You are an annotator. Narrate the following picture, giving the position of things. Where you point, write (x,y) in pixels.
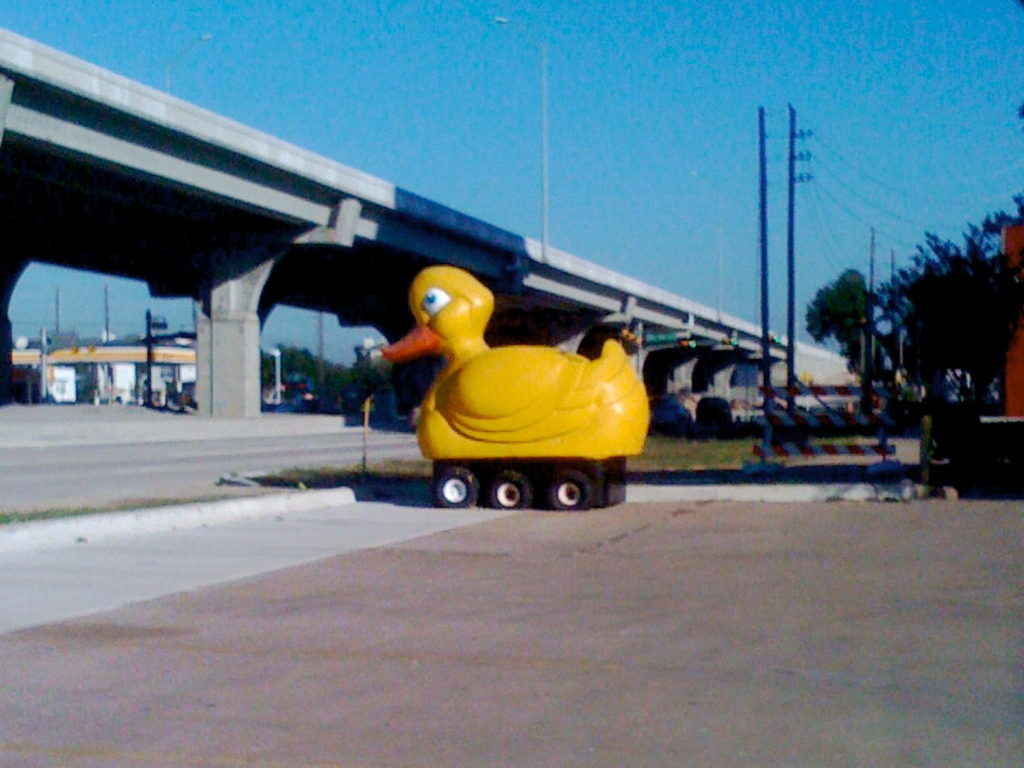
In this image in the center (491,431) there is one toy (499,400), and in the background (436,254) there is a bridge (167,288), pillars (720,387), poles (792,244), trees (956,322), wires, lights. And at the bottom (879,658) there is a walkway (898,527) and at the top of the image (524,86) there is sky (480,111).
